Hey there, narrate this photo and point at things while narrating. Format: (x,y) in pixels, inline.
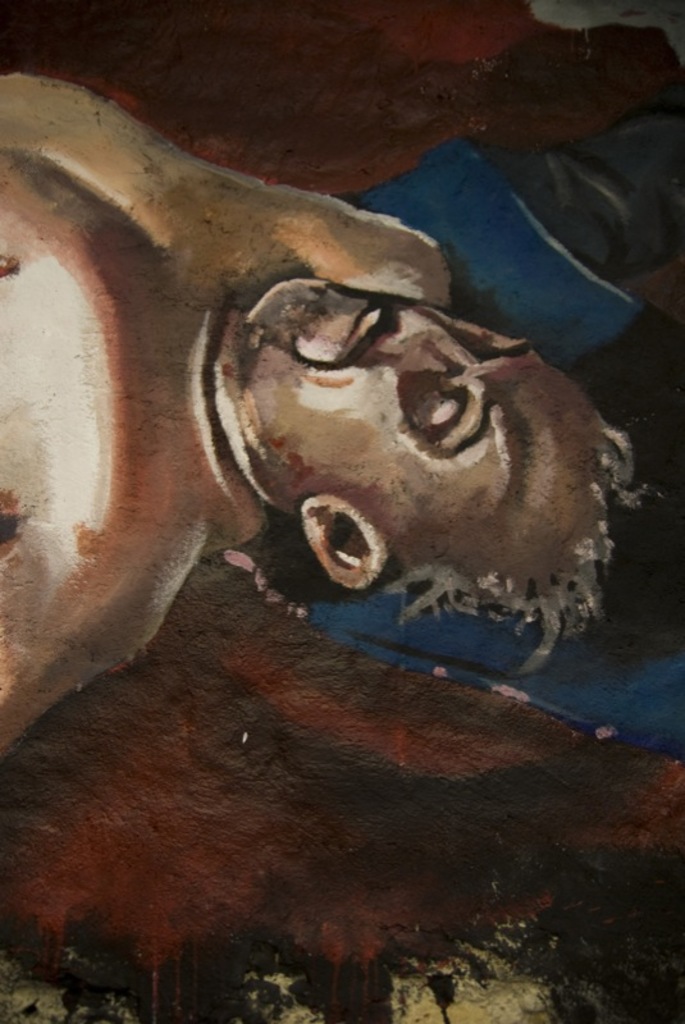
In this image we can see a painting (332,672). There is a painting (361,489) of a person (348,453) and few other objects (595,681) in the image.
